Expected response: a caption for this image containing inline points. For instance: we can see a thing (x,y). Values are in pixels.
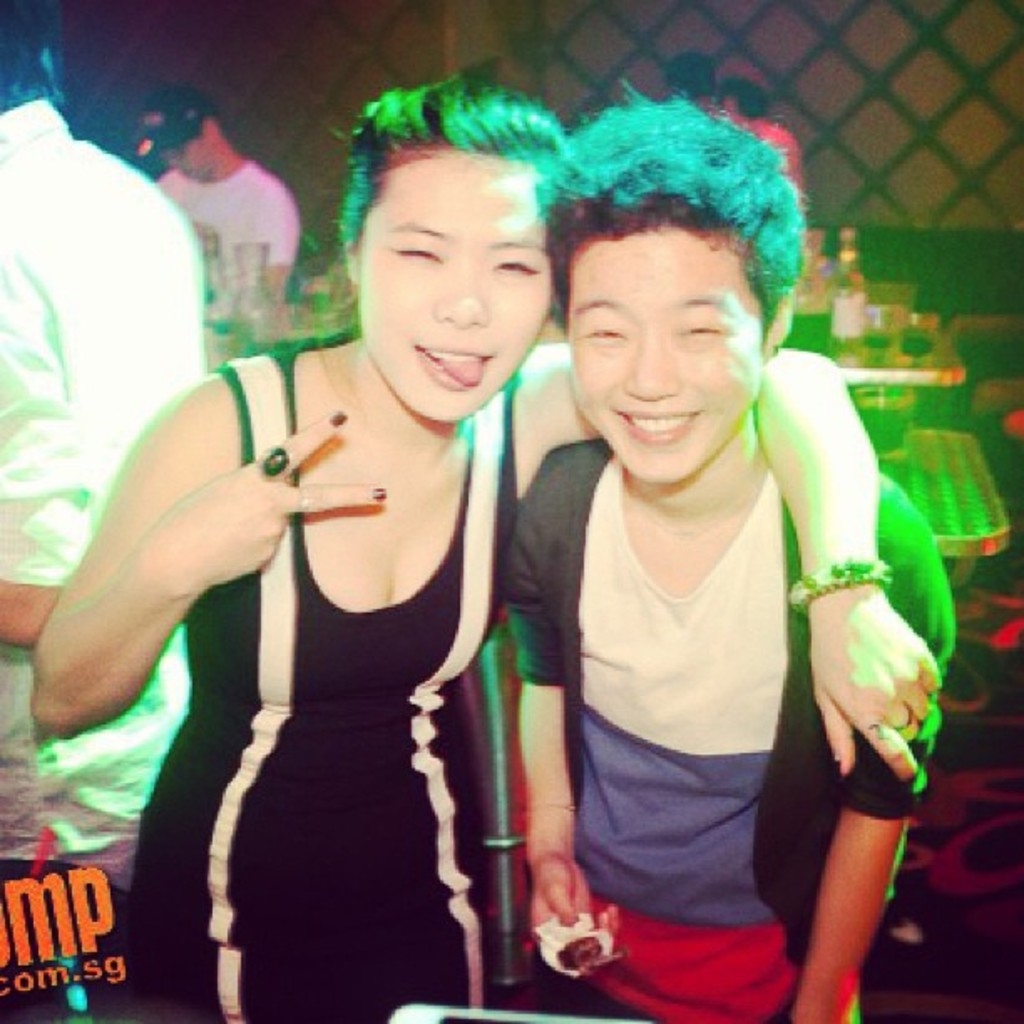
In this image we can see persons (144,518) standing on the floor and one of them is holding an object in the hands (560,917). In the background (842,247) we can see a table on which beverage bottles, cutlery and crockery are placed. In the background (386,80) we can see walls (270,100).
